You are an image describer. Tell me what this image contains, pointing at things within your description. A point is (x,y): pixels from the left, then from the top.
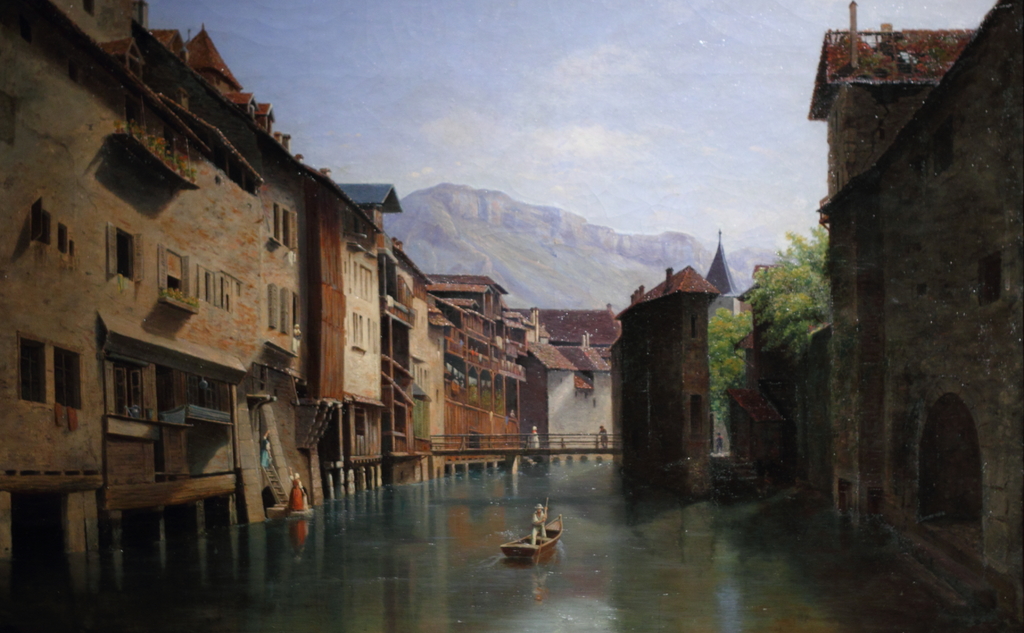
There is a person (536,507) in the boat (555,535) which is on the water (592,497) of a river (656,547). On both sides of this river (518,472), there are buildings (206,295). These are having roofs (721,251). In the background (793,285), there are trees (791,266), a mountain (631,235) and there are clouds (552,86) in the sky (297,27).
